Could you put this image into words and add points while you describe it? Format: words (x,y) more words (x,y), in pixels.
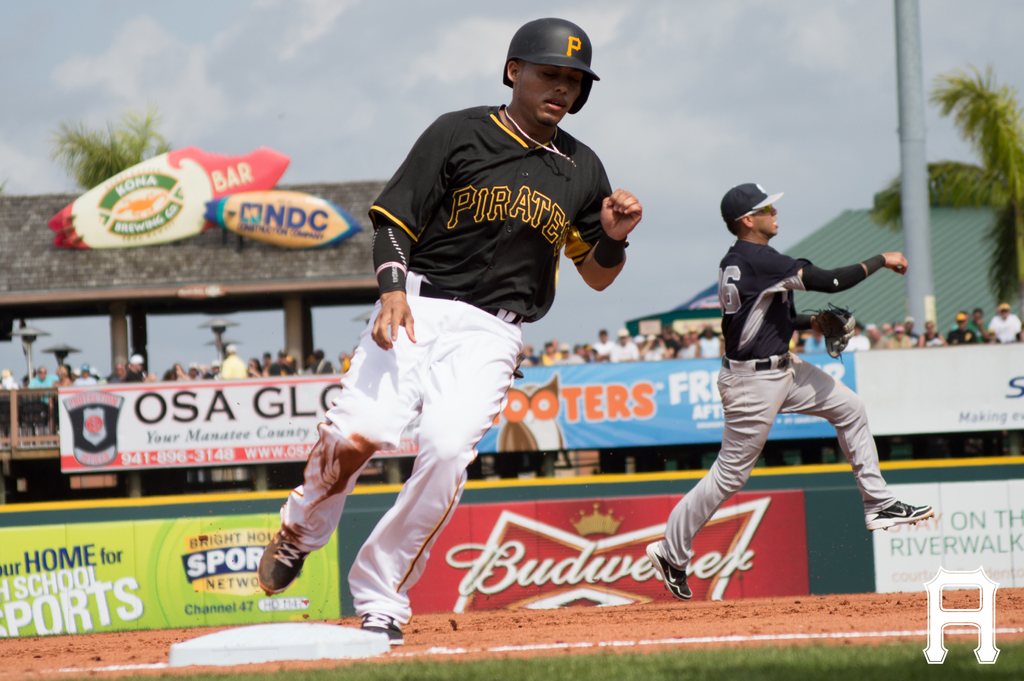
In this image, I can see two persons (445,402) running. In the background (169,542), there are hoardings (299,424), groups of people (41,381), boards (135,175), sheds (966,217), trees (988,186), a pole (920,212) and the sky (769,139). In the bottom right corner of the image (935,651), I can see a watermark (987,631). At the bottom of the image (625,671), there is grass (828,671) and an object (283,651) on the ground (261,672).
